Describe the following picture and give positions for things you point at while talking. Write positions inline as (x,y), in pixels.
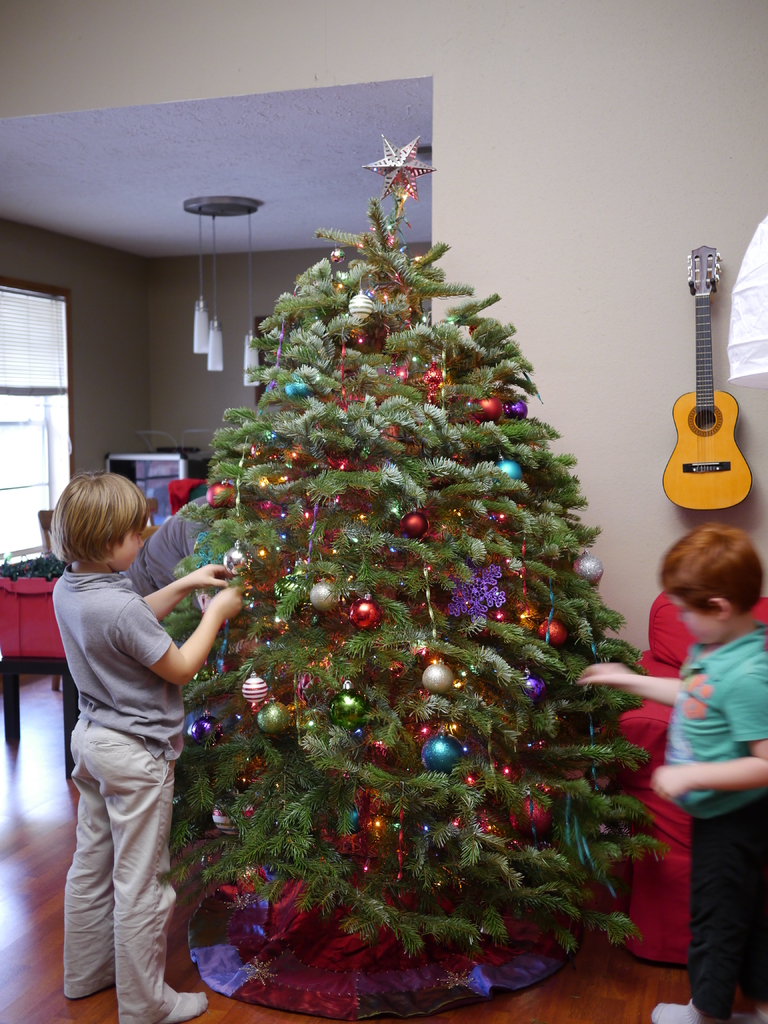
In this image i can see a christmas tree (404,631), two children (724,749) at the background (732,461) i can see a guitar (739,454), a wall (533,235), a light (232,204) and a window (44,419).
